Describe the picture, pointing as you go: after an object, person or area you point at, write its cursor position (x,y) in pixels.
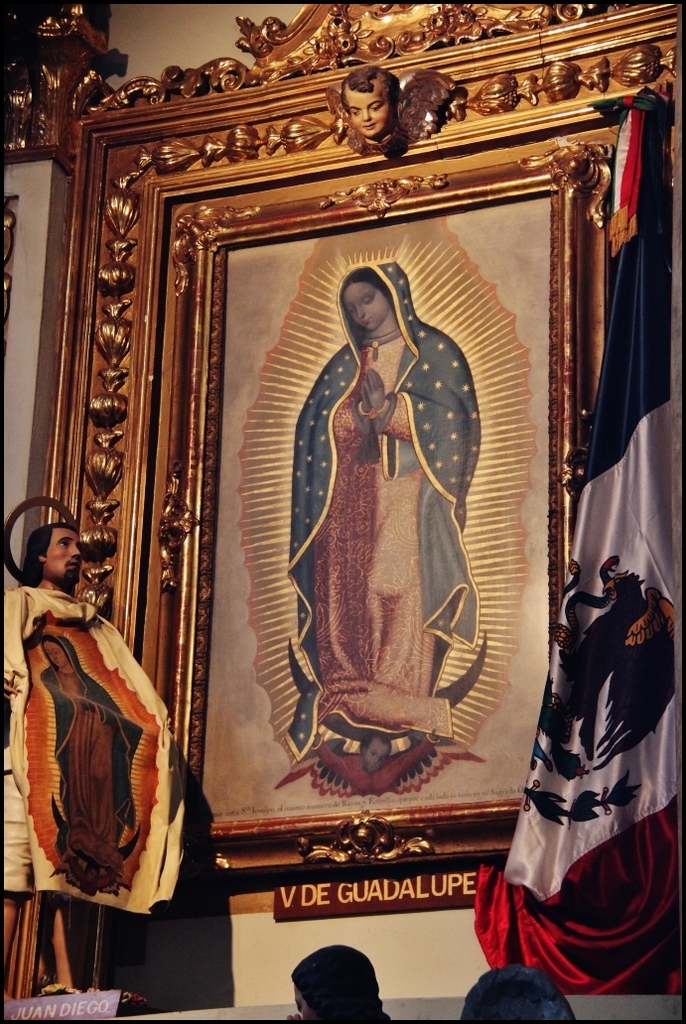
In this image we can see a frame (482,619), flag (578,625), boards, and a person (145,815). At the bottom of the image (344,1020) we can see two people (375,971).
